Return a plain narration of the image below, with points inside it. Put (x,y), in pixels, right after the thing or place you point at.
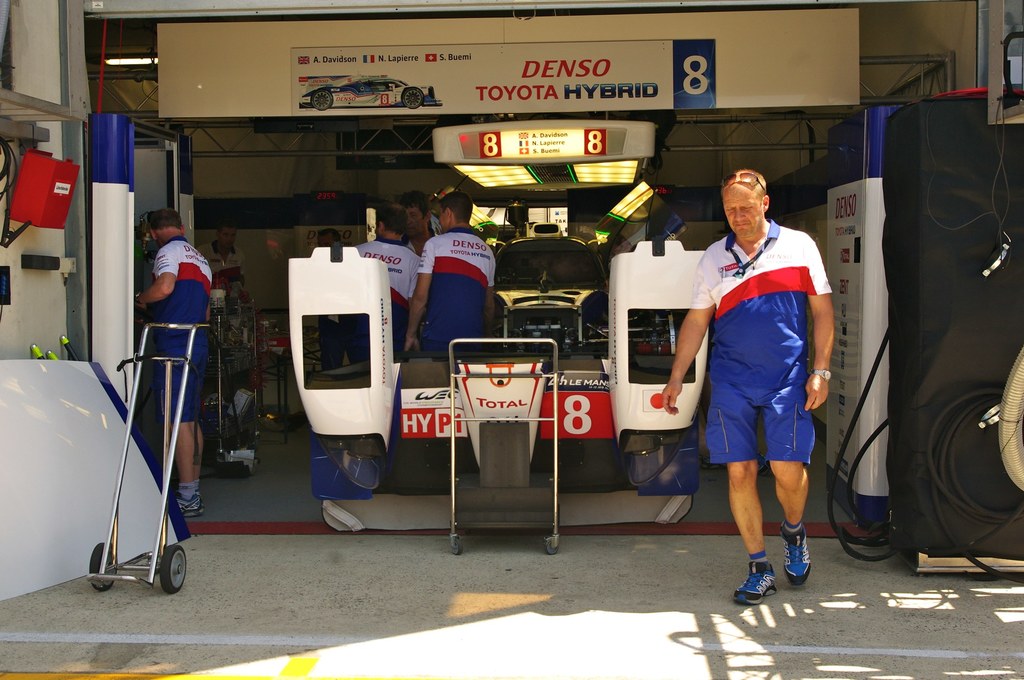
In this image I can see the group of people (444,331) with blue, red and white color dresses (765,283). These people (335,338) are in the garage (271,206). I can see some machines (415,471) in-front of these people (190,411). To the left (168,444) I can see the trolley (164,404). In the background (302,68) I can see the boards (520,73) and lights (535,137).
